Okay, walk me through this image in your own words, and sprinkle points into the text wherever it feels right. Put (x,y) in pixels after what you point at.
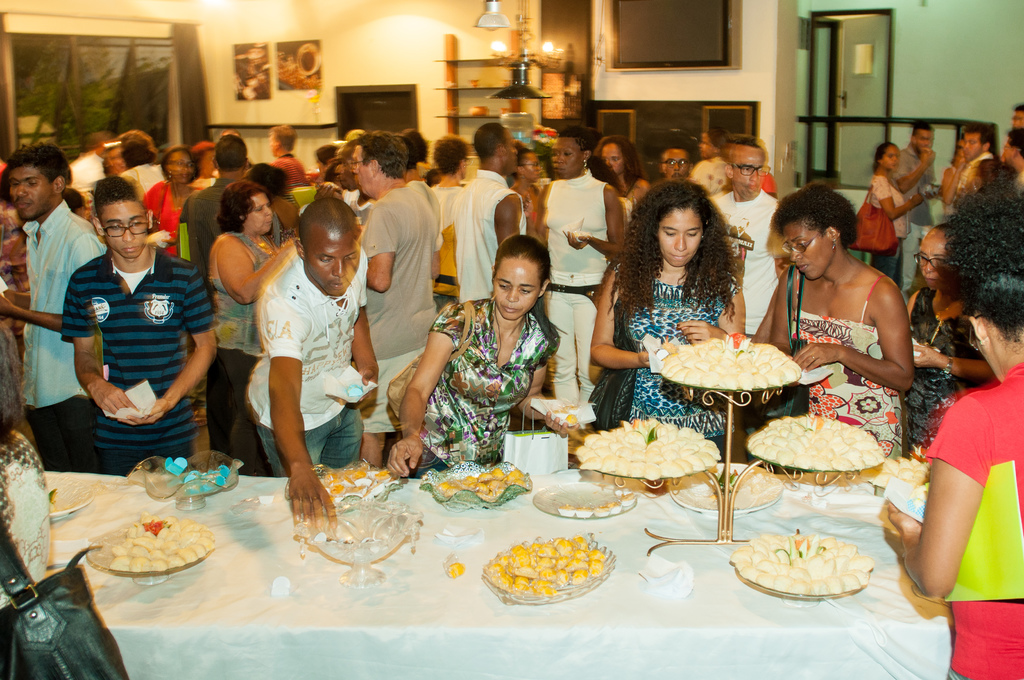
In this image I can see few women (467,359) and few men (306,330) are standing and holding few objects (666,357) in their hands (690,331) in front of a table (396,536) on which there is a white cloth (383,612) and on the table (386,605) I can see few bowls (516,593) with yellow colored food item (553,553) in them and a gold colored stand (727,484) and few food items (786,421) on the stand (727,449). In the background (610,187) I can see few other people (493,204) standing, the window (163,103) through which I can see few trees (81,65), the wall (355,52), few photo frames (319,51) attached to the wall (369,19), few lights (513,60), a television screen (666,13) and the door (864,127).
